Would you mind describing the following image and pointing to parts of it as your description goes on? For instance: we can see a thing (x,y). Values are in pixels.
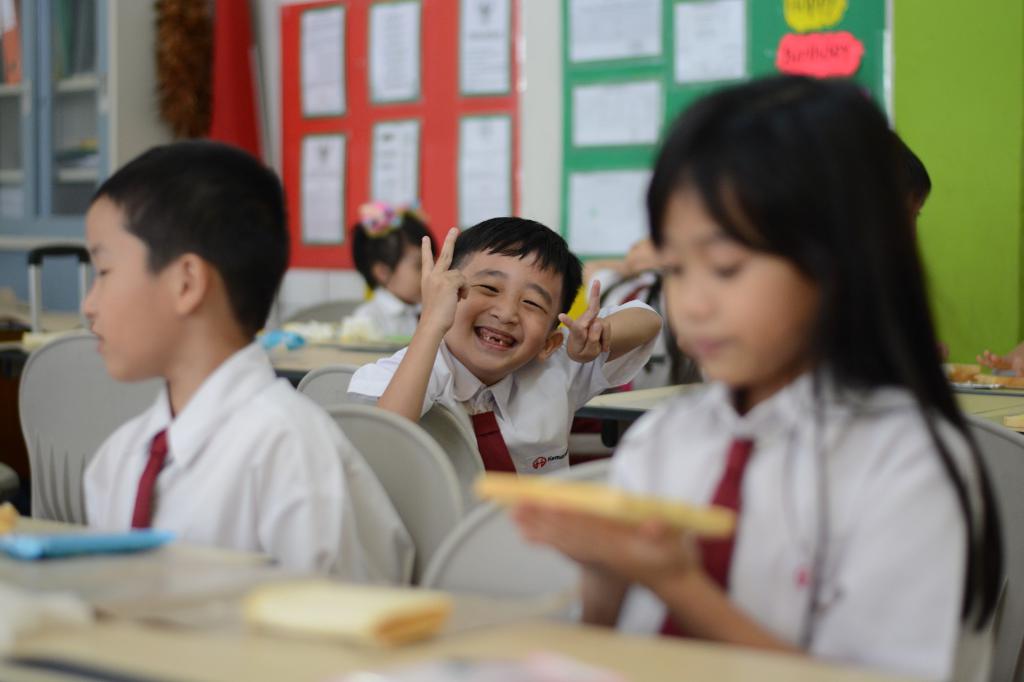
In this picture we can see group of people (473,391), they are all seated on the chairs (342,419), in front of them we can see food (395,614) and other things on the tables (93,574), in the background (292,124) we can find few boards (290,66) on the wall (947,155), and we can see a boy (468,361) in the middle of the image (487,323), he is smiling.
